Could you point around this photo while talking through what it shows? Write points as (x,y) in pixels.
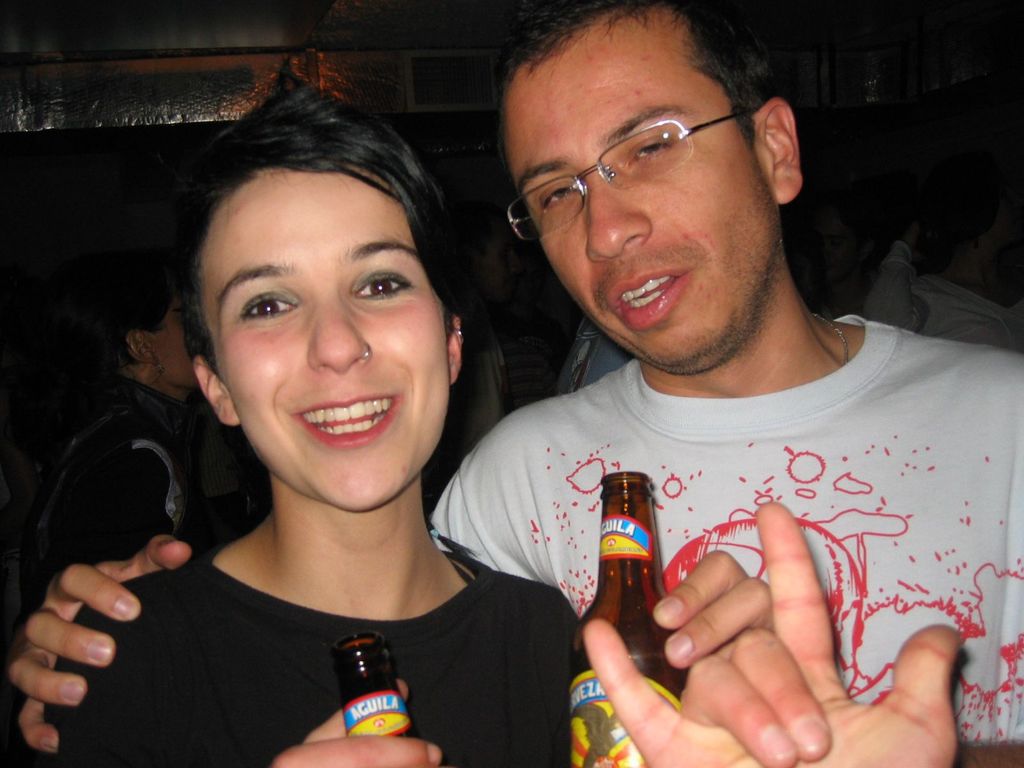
There is a woman (369,514) and man (474,516) holding beer bottle (572,698) in their hands (356,748). In the background (70,313) there are few people (500,383).
